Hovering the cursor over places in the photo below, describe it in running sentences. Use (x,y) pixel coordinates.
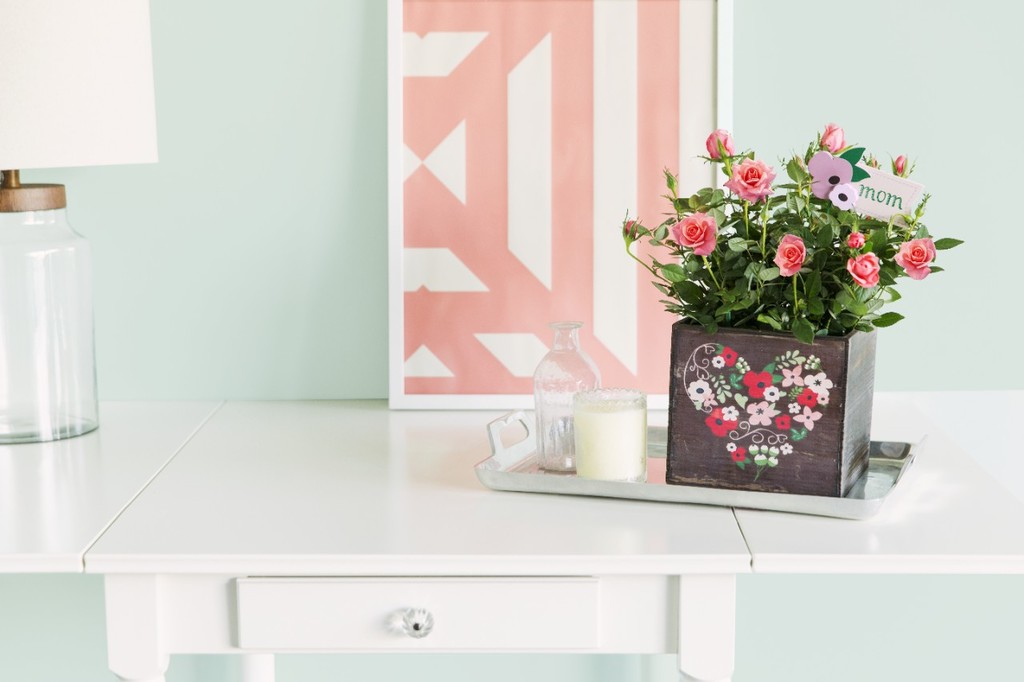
On this table (364,463) there is a picture (516,209), tray (516,465), bottle (564,462), candle (592,444), plant (854,319) and lantern lamp (56,208).
